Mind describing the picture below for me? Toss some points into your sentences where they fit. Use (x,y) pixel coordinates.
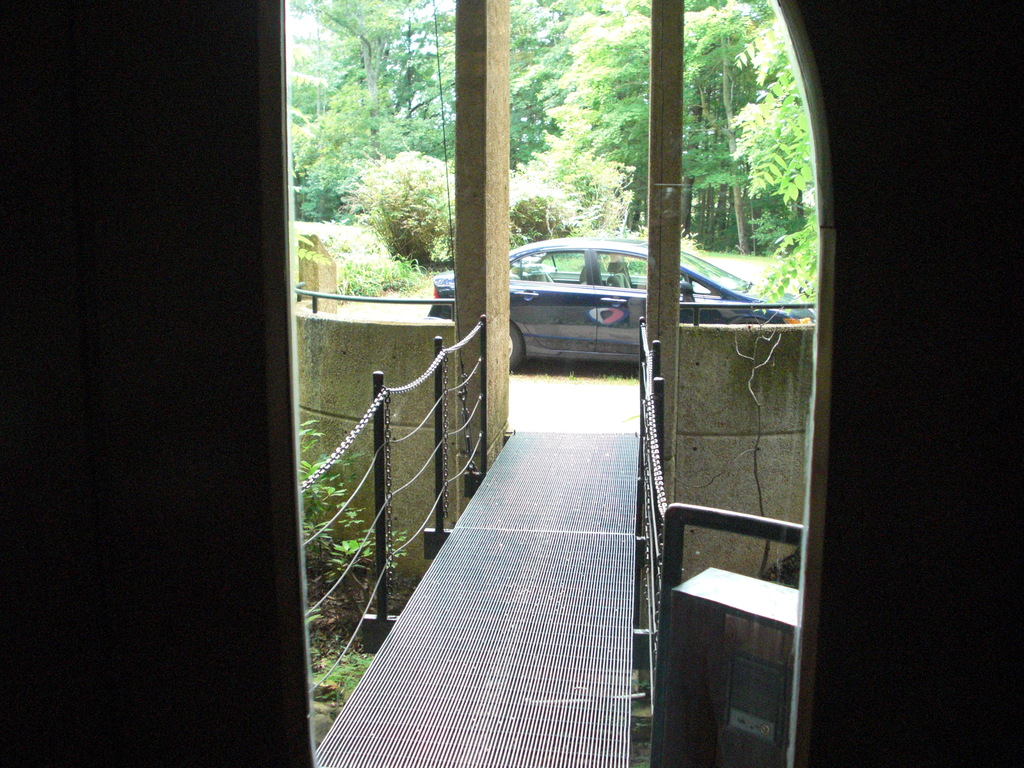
In front of the entrance (169,497) there is a bridge (558,491) with a chain fence (362,554), in front of the fence (480,329) there is a car (520,360) parked on the road (598,409), on the other side of the road (612,411) there are trees (387,140).
